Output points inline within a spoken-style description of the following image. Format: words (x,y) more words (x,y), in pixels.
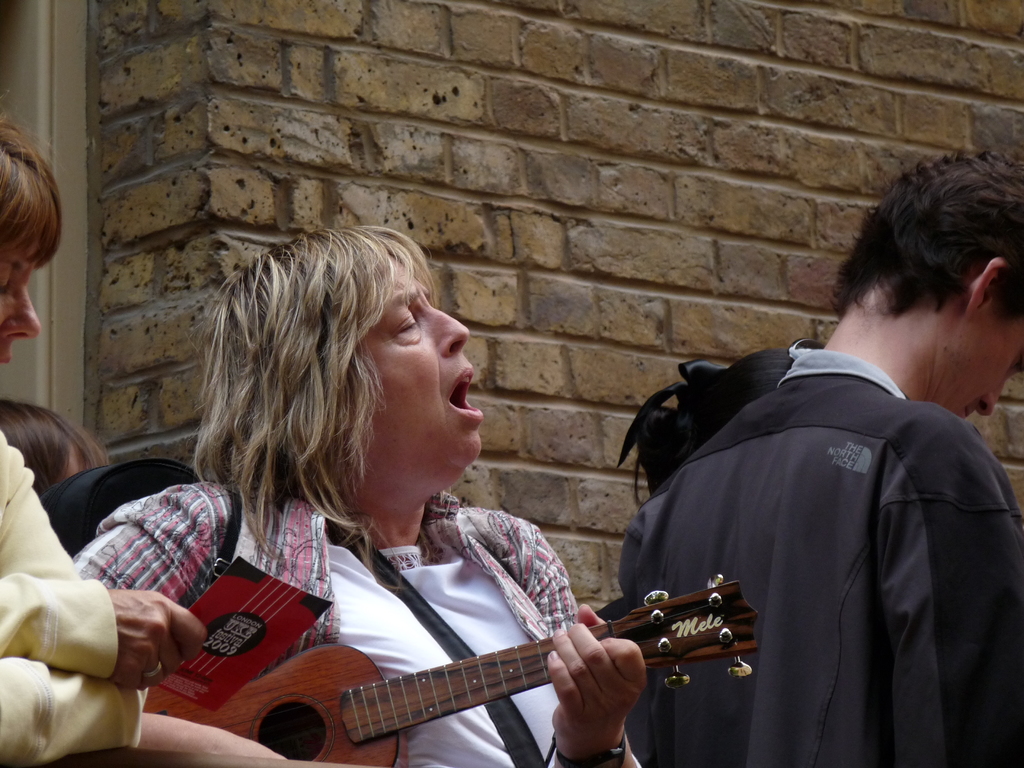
In this image I can see a woman (459,550) holding guitar (469,666) and singing a song. At the right corner of the image (836,490) I can see a man (881,582) standing. And at the left corner of the image (60,594) I can see a person (60,630) standing. At background (591,363) I can see a wall (601,258) with bricks (674,273).
